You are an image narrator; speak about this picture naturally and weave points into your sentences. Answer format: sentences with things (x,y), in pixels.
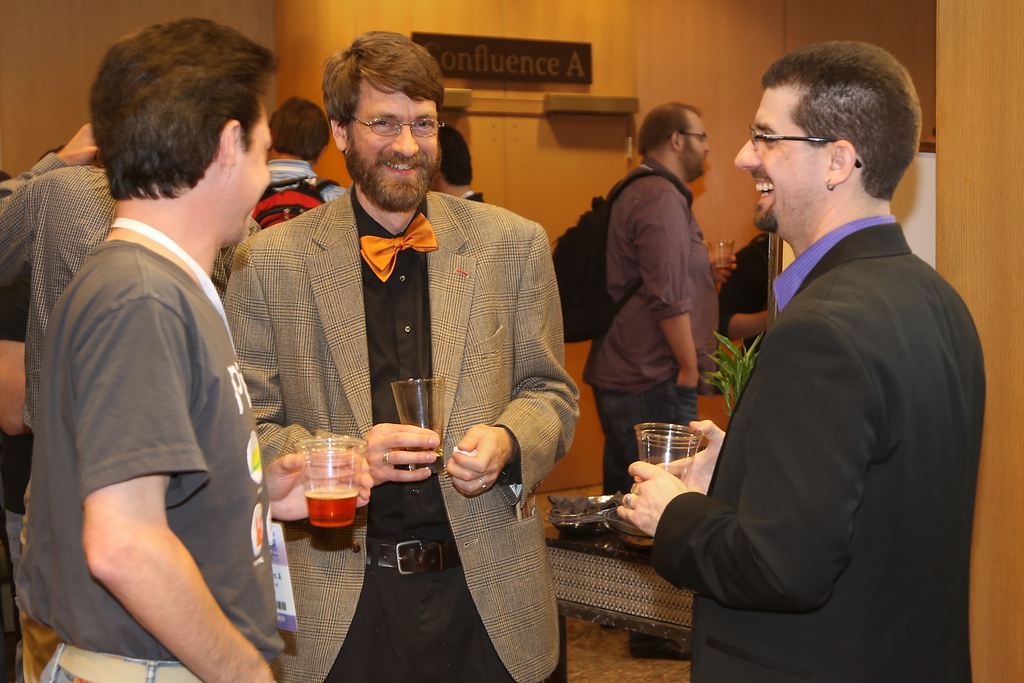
In this image a person (400,344) wearing a suit (313,399) and tie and he is holding a glass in his hands (409,461). Beside there is a table (561,538) having few objects (581,515) and plant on it. Behind a person (619,297) is carrying a bag (581,312) and holding a glass (721,259). Right side (875,278) there is a person (822,451) wearing suit (742,479) is holding a glass (680,428). Left side there is a person (132,666) wearing a shirt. Behind him there are few persons (83,258) standing. Background (570,74) there is a wall (514,7) having board (551,72) attached to it.
